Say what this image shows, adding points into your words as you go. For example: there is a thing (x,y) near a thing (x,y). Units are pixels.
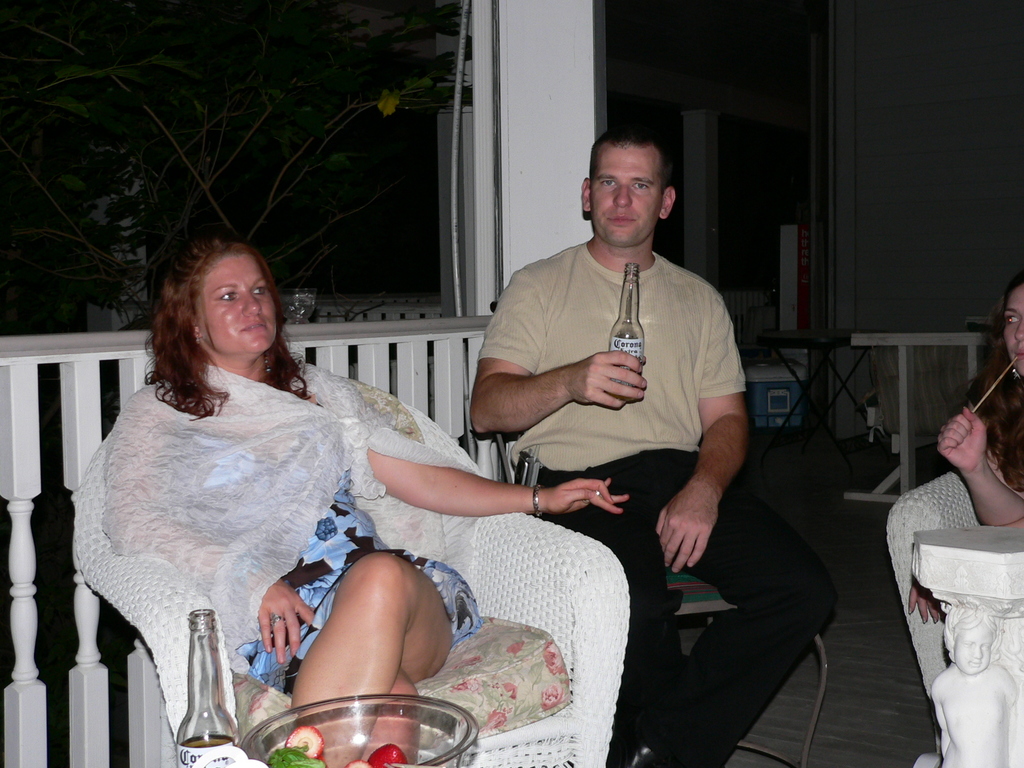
In this image I can see a woman (204,466) wearing white, blue and black colored dress (276,525) is sitting on a couch (505,630) which is white in color. I can see a bottle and a glass bowl (287,716) in front of her with few fruits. I can see a person (672,401) wearing cream and black colored dress (675,449) is sitting and holding a bottle (637,323) in his hand (612,369). In the background (196,209) I can see the white colored railing (104,338), few trees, a house (901,97), a woman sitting and few other objects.
